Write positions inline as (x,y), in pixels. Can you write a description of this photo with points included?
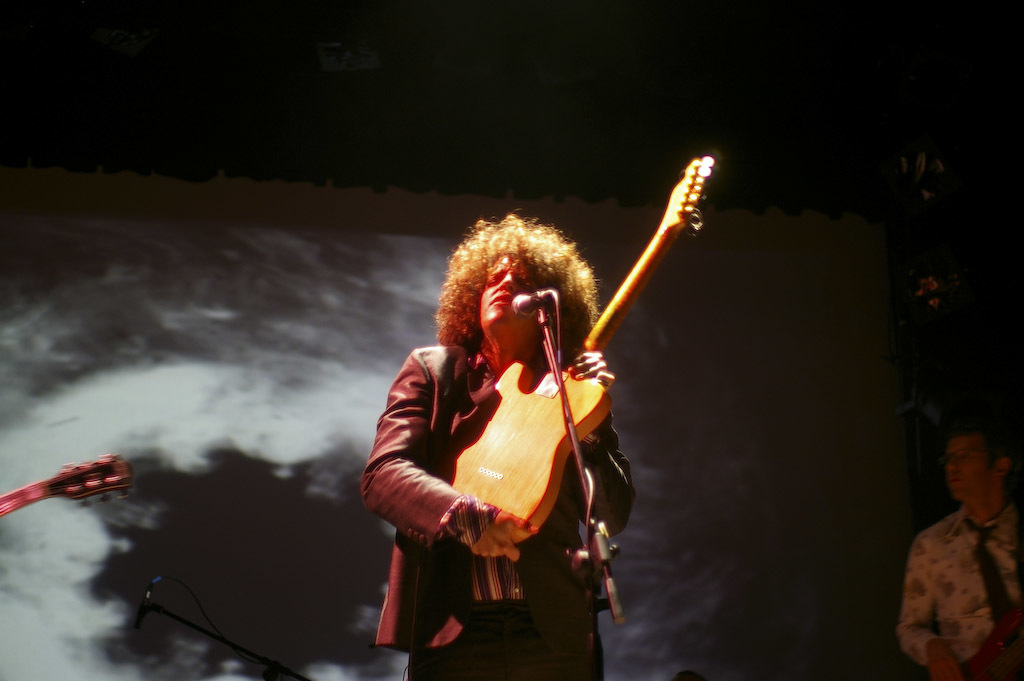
In the center (418,443) we can see the man (403,447) he is holding guitar (578,422). In front of him we can see the microphone (521,300). Coming to the background (636,327) we can see the screen (782,438). On the right side (919,548) we can see the man (983,548) standing.
